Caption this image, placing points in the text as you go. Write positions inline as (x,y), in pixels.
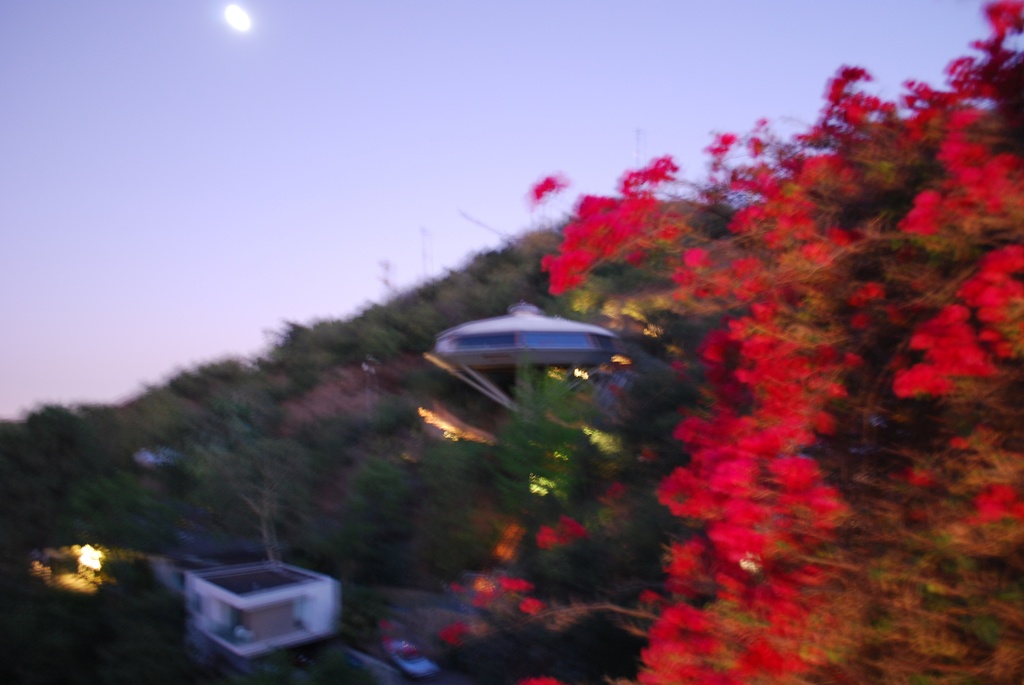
On the right side of the picture (963,408), we see a tree (926,392) which has flowers (768,340). These flowers (727,421) are in red color. Behind that, we see a white color thing (507,319). At the bottom of the picture (184,609), we see a white color box type (209,630). Beside that, we see a light (75,556). There are trees (231,453) in the background (246,399). At the top of the picture (202,122), we see the sky (233,88) and the moon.
